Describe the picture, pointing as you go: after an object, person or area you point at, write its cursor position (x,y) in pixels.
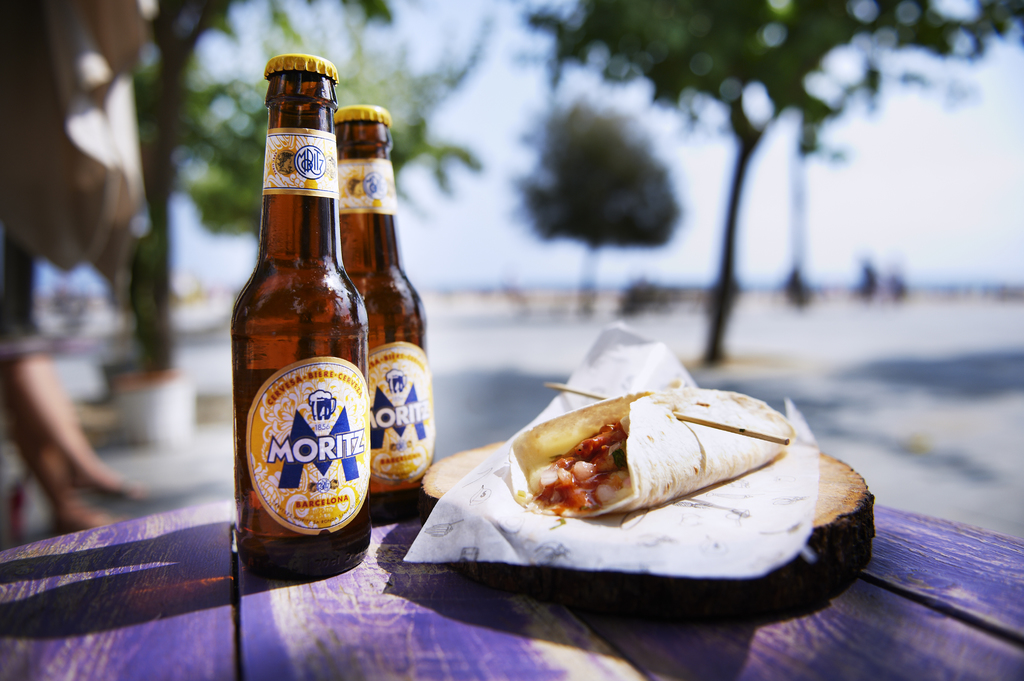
This picture shows two beer bottles (347,379) and some food (532,474) on the table (216,626) and we see few trees (798,61) around.
